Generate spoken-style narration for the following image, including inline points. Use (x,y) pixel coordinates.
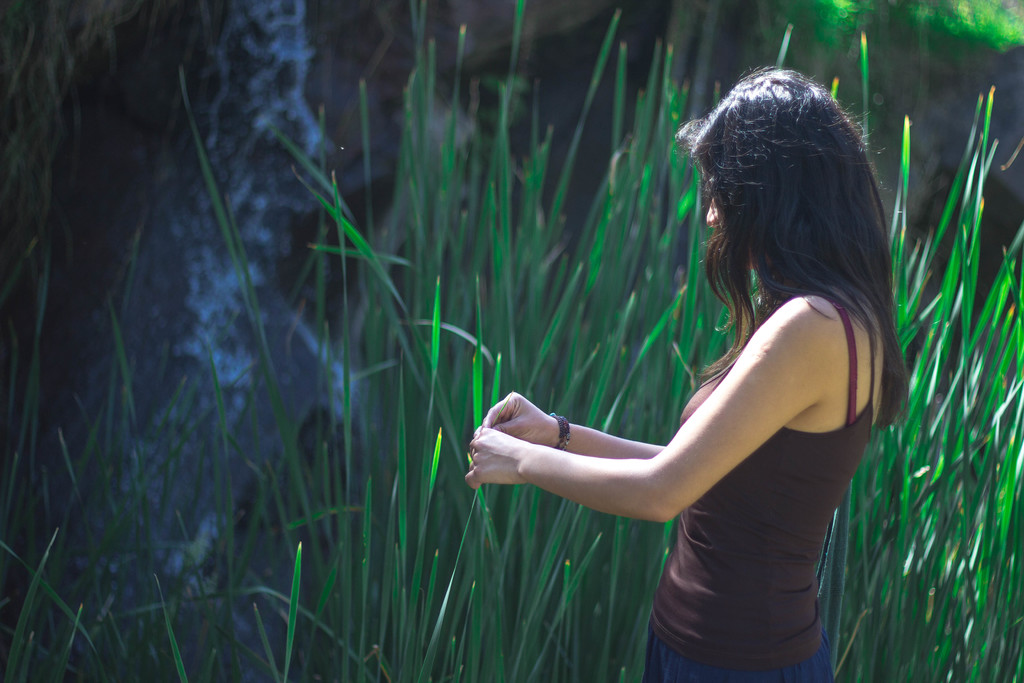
On the right side of the image (768,362) we can see a lady (796,381) is standing and wearing dress (803,438) and holding a leaf (480,404). In the background of the image (468,350) we can see the plants (346,273), rocks (153,338) and waterfall (206,367).
